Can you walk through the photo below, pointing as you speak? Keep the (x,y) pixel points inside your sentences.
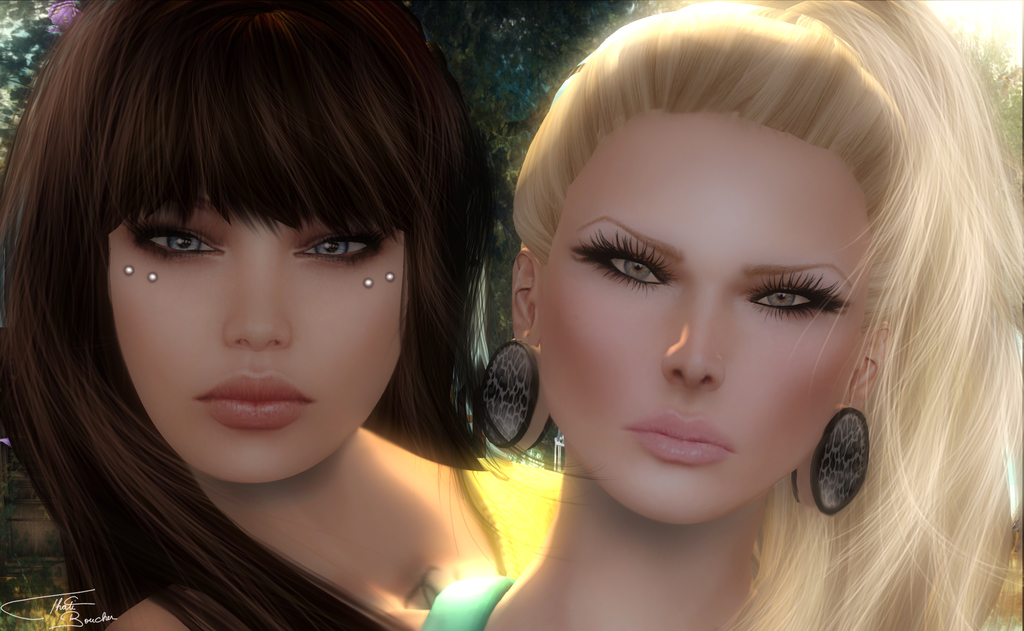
In this picture I can see the animated image. In that I can see two women faces (584,465). In the background (542,83) I can see the trees (512,203). In the top right corner (1007,10) I can see the sky (1012,23). In the bottom left corner (76,615) there is a watermark (52,613).
